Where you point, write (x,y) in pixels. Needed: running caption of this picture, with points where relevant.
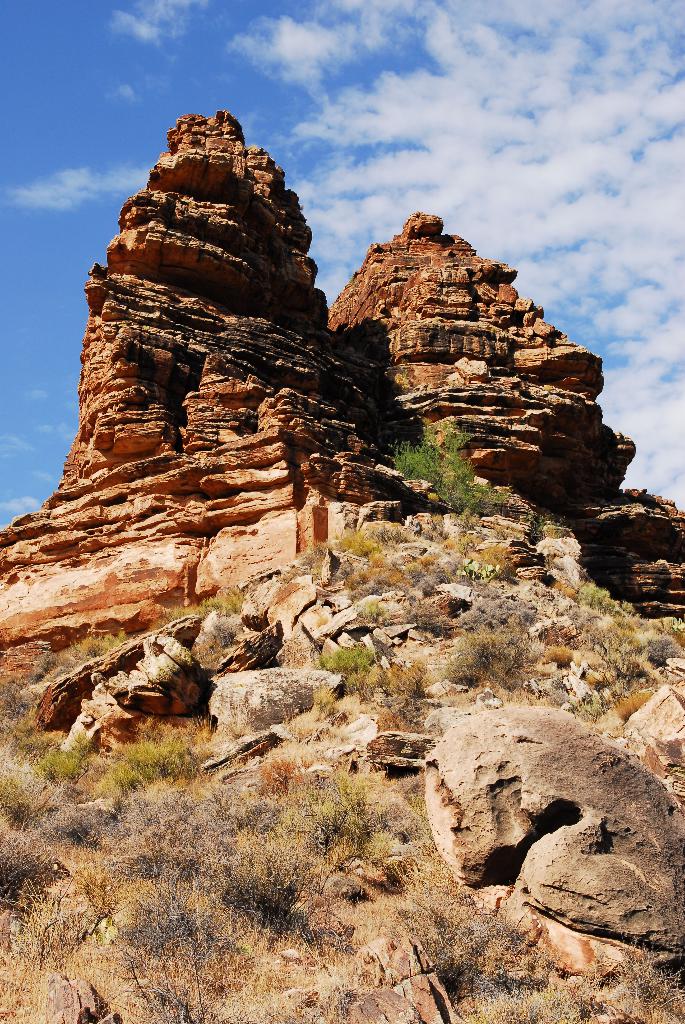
In this image we can see rocks (286,500), shrubs (469,467) and sky (327,254) with clouds (530,83) in the background (406,72).
